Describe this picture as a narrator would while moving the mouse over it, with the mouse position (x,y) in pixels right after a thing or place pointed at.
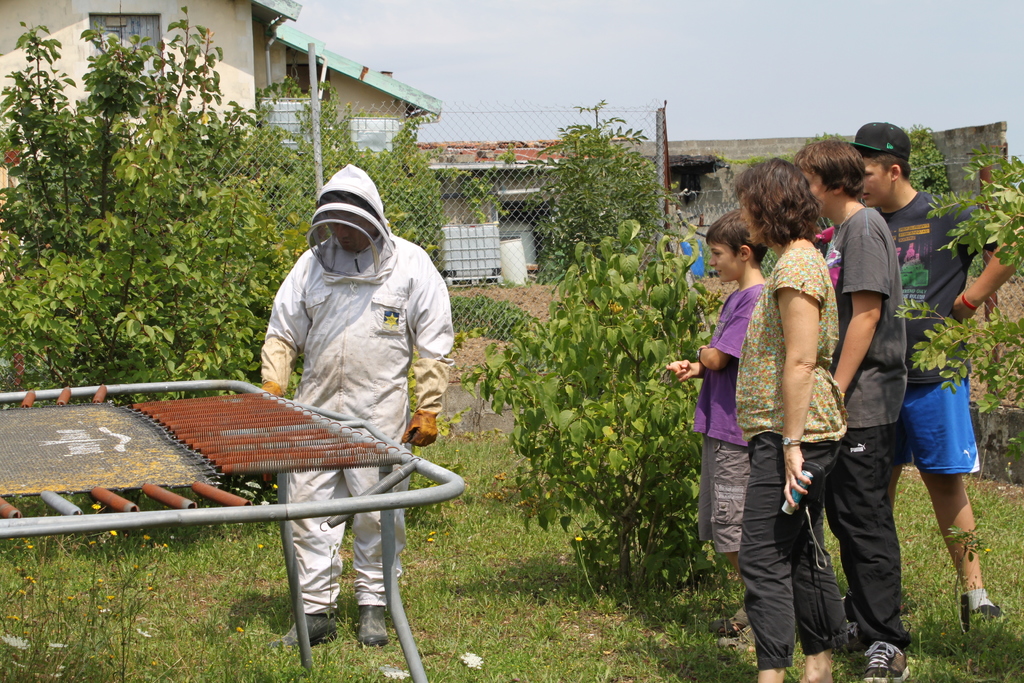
There are group of people (843,382) standing. These are the trees (565,148). I can see a fence (468,176). This is an object (172,447) placed on the ground (285,607). I can see the plants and the grass (432,544). Here is the other person (364,314) standing. These are the houses (195,21) and a building (140,21).
